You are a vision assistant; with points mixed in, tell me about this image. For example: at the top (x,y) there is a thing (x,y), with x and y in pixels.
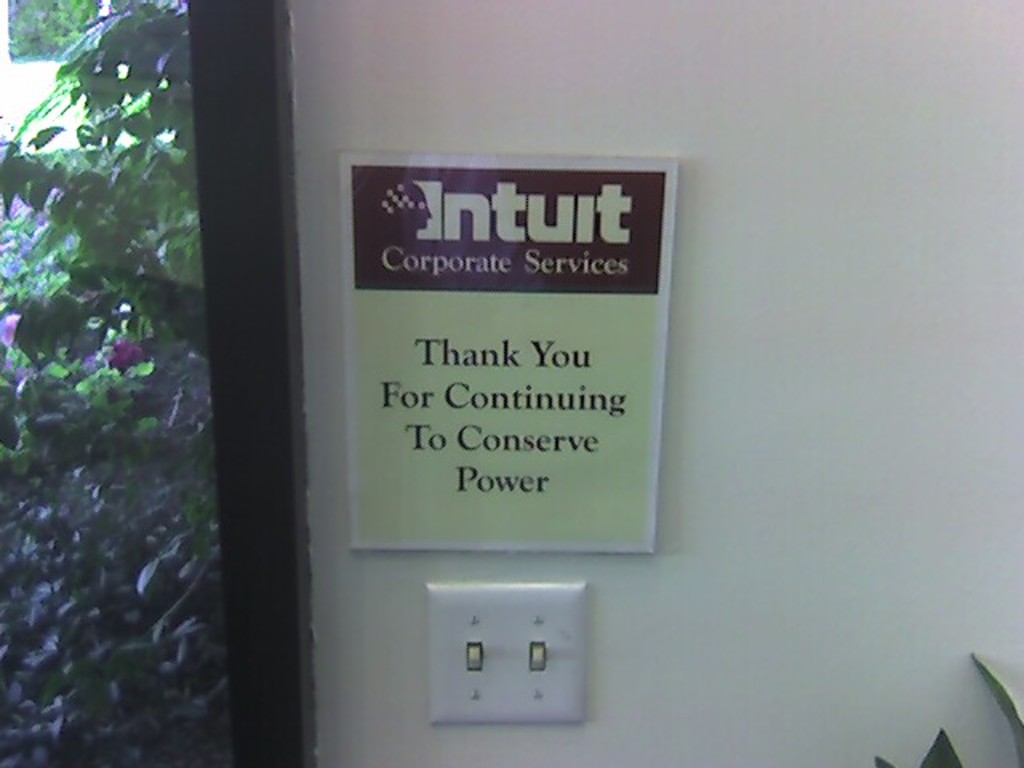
In this image I can see a board (623,352) attached to the white wall (713,143). I can see the glass window (89,250) and trees (139,269).
